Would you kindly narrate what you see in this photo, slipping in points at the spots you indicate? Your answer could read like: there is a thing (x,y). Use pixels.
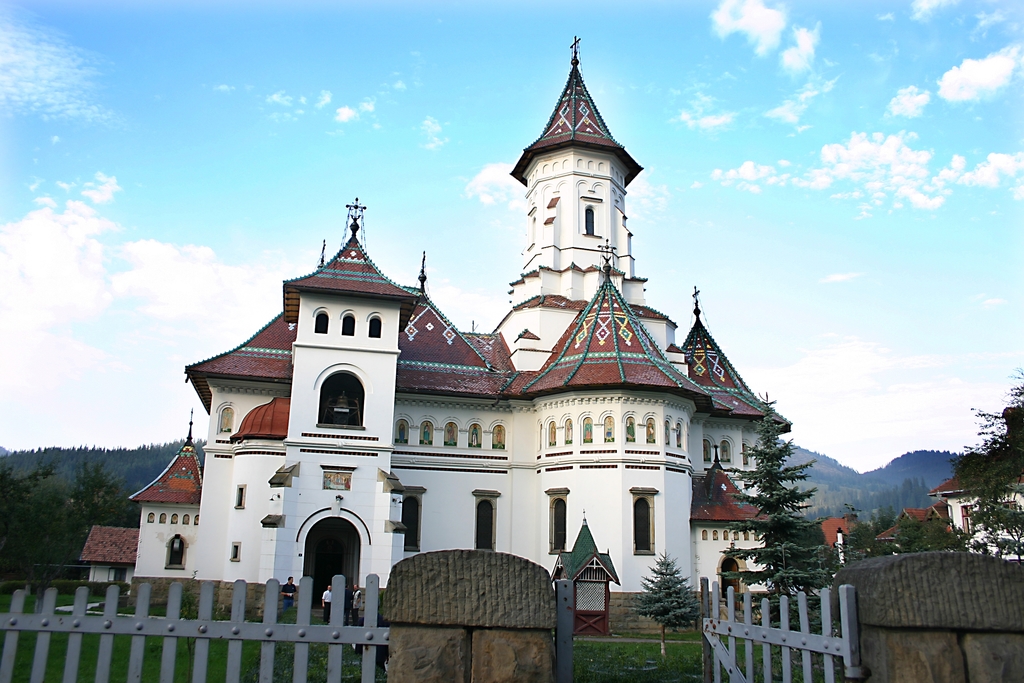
This is an outside view. At the bottom (71,656) there is a fencing (319,641) and a gate (749,636). In the middle of the image (579,377) there is a building (312,438). In front of this building (271,545) there are few people (350,597). On the right side (947,511) there are few buildings (947,518) and trees (905,535). At the top of the image (291,100) I can see the sky (116,141) and clouds (93,280).
